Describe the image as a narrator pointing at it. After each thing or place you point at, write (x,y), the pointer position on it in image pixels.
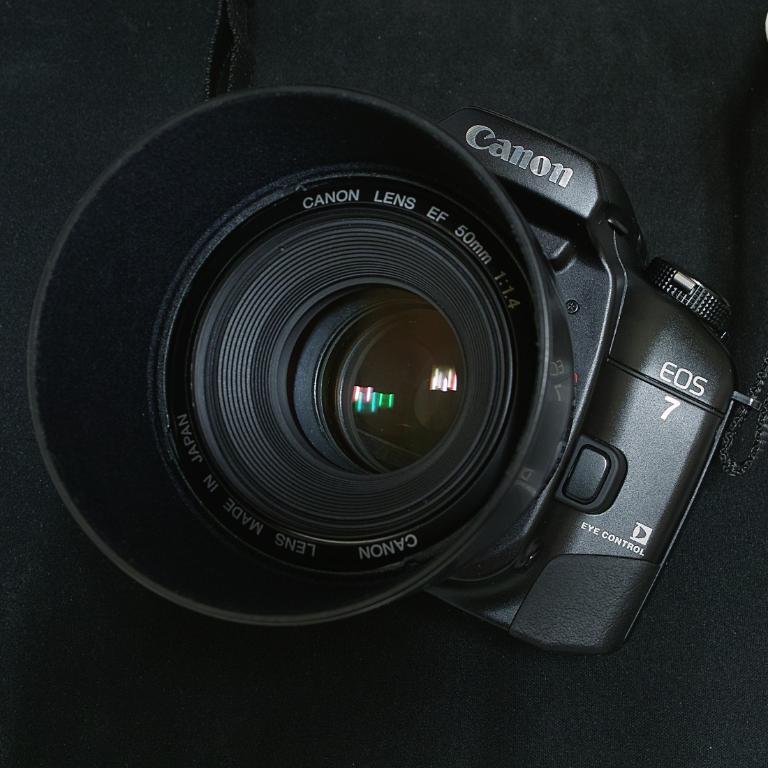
In this image there is a camera (461,336).
